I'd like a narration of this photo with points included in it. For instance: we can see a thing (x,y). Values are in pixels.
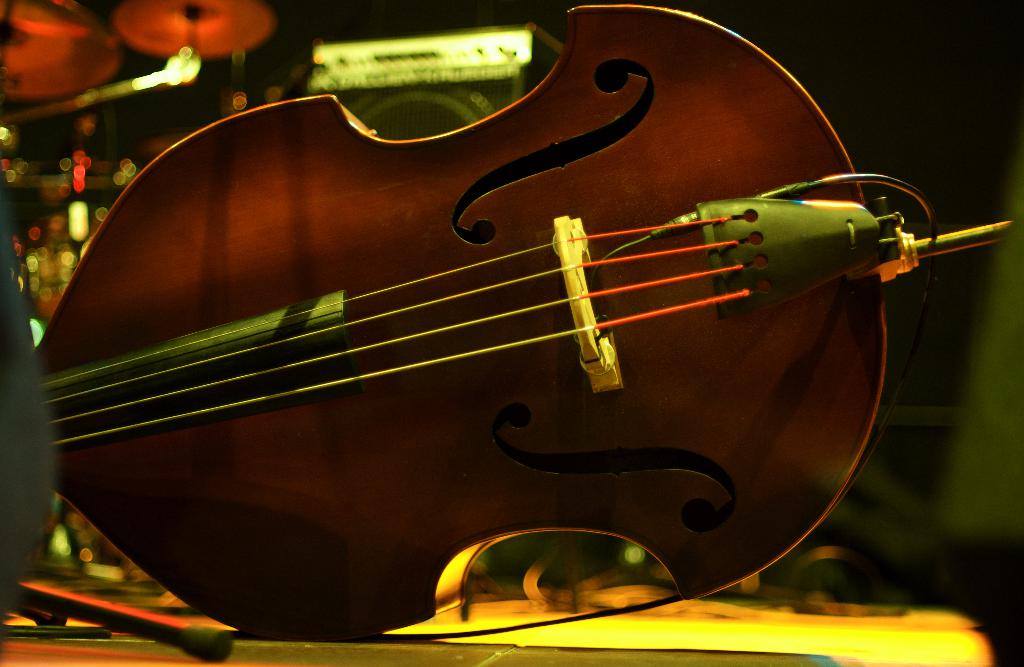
The double bass (413,327) placed on a floor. The double bass (530,439) has a strings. We can see in background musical instruments (241,43) and lights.
